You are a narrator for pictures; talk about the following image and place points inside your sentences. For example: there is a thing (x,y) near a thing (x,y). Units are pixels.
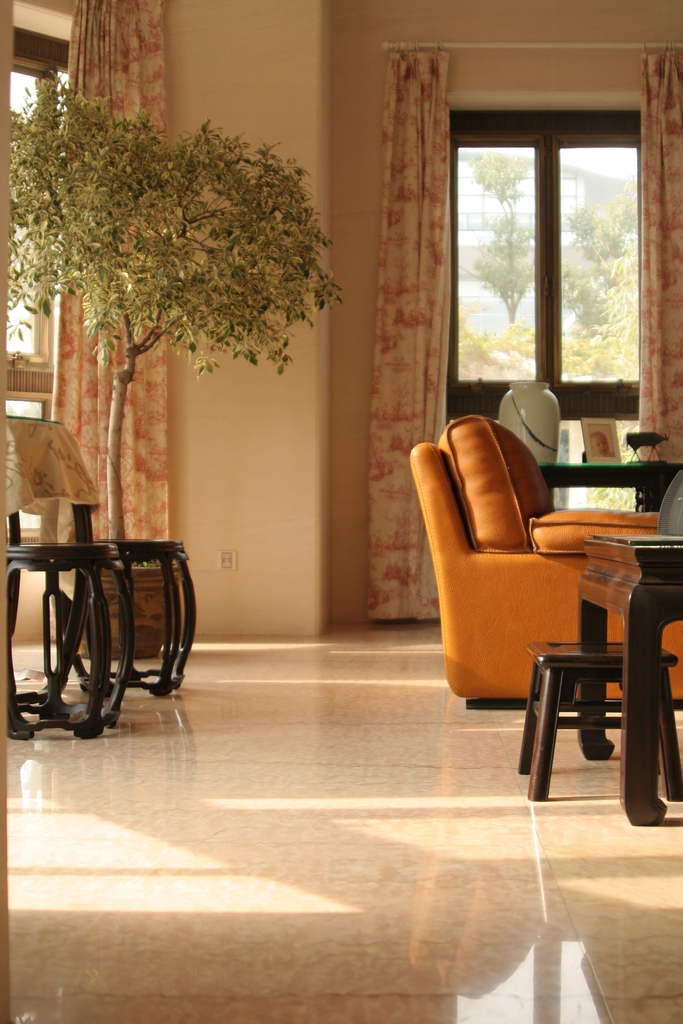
In the image on the right (556,596) we can see sofa (562,582), table (630,476) on table (624,482) some objects (660,441), stool (571,718). On the left (78,588) we can see one more table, two stools (99,645). Back we can see curtain (430,118), wall (209,79), window (566,260) and trees (610,273).
